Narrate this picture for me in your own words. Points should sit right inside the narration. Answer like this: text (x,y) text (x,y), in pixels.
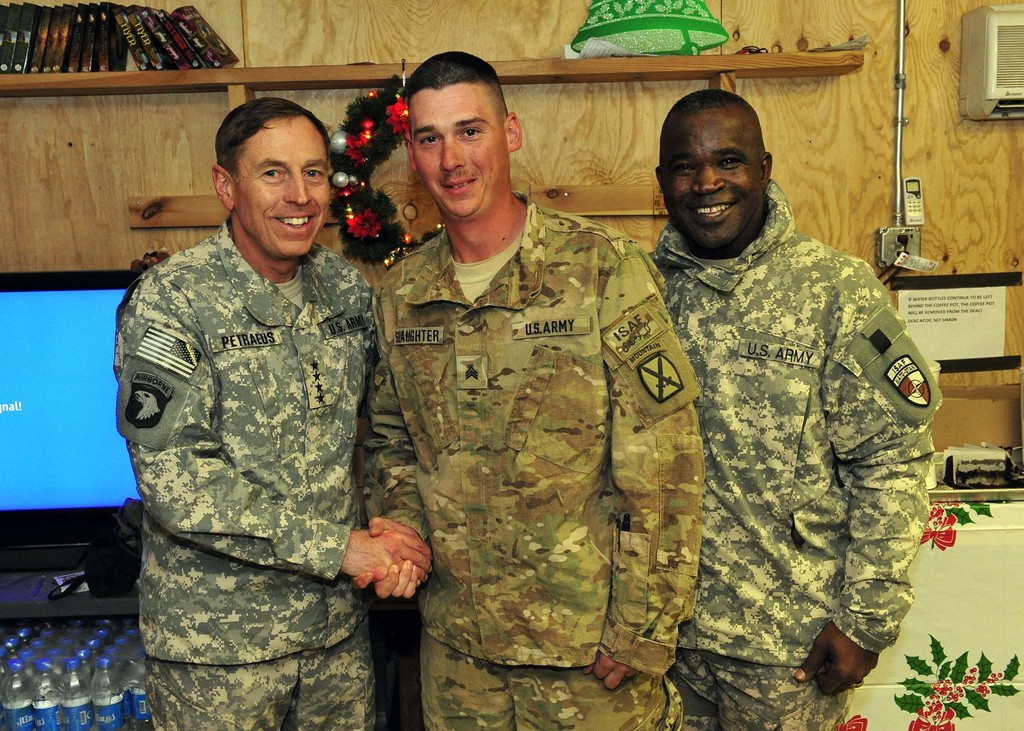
In this image we can see few people (566,382) standing in a room (1001,124), behind them there are decorative objects (387,131), books (187,52) on the shelf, a TV (55,359), few water bottles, a remote (919,204), A/c (998,90) and an object (912,244) attached to the wall (938,180).
